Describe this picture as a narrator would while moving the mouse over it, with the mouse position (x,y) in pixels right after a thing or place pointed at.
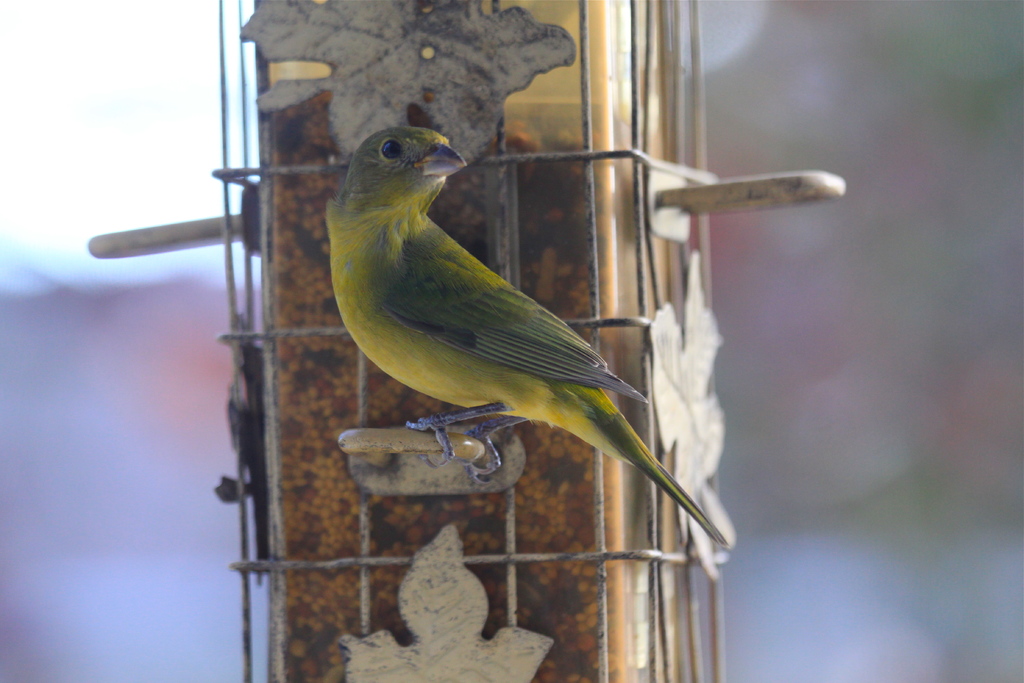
In this picture there is a bunting bird (373,176), standing on this stick (457,452). Beside that we can see pillar (414,642). On the top left corner (134,64) there is a sky (15,54).
